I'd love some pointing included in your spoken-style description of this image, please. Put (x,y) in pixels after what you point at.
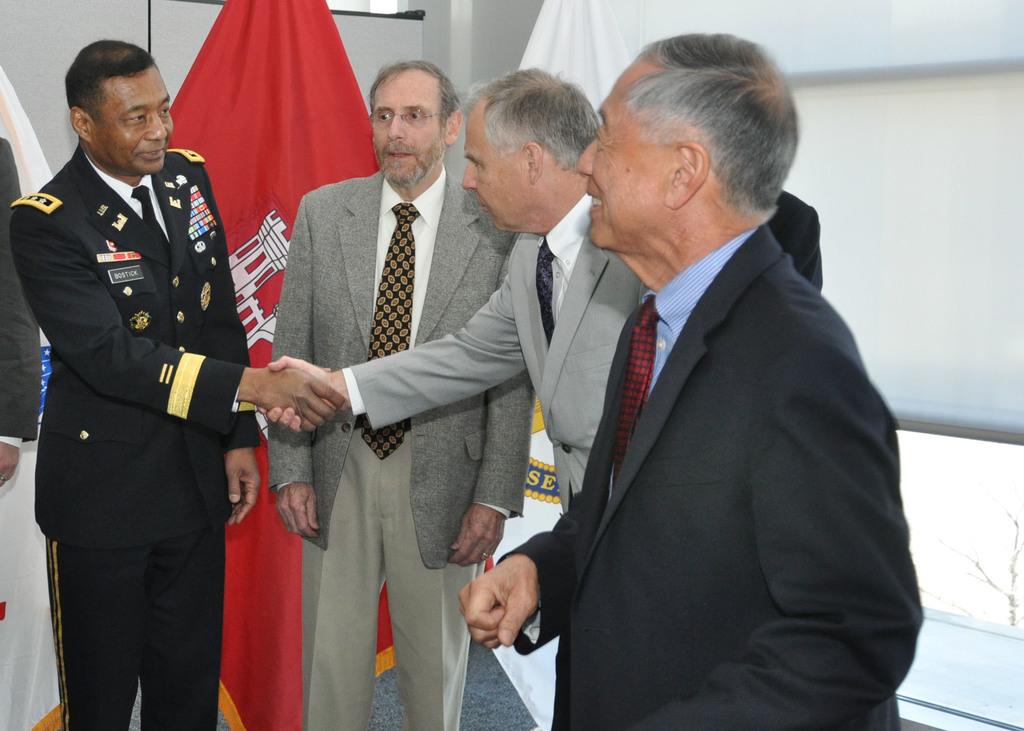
In this image we can see a group of people (451,310) standing. In that two men (379,378) are shaking their hands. On the backside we can see the flag (534,462).
